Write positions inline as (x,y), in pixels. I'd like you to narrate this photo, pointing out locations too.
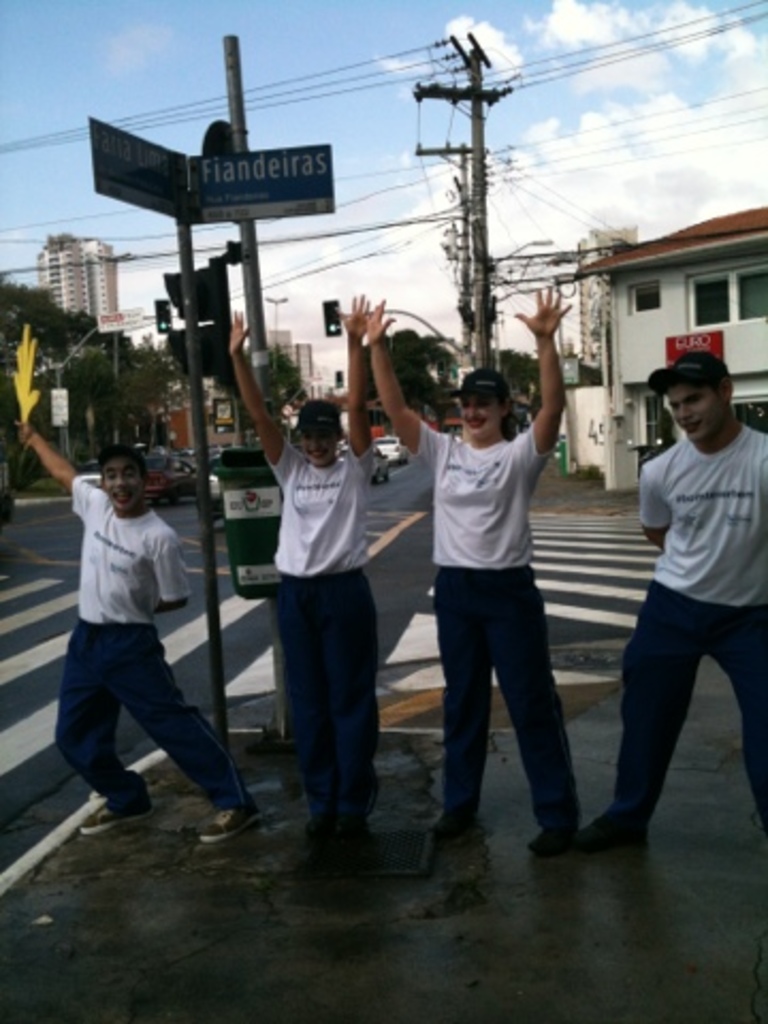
This image consists of four persons (116,570) wearing white T-shirt (713,494) and blue pants (447,747). At the bottom (394,944), there is a road (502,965). In the background (505,357), there are buildings (619,353) along with the trees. At the top (435,20), there are clouds (701,160) in the sky (423,143). And we can see the wires (555,278) along with the poles (451,95).
